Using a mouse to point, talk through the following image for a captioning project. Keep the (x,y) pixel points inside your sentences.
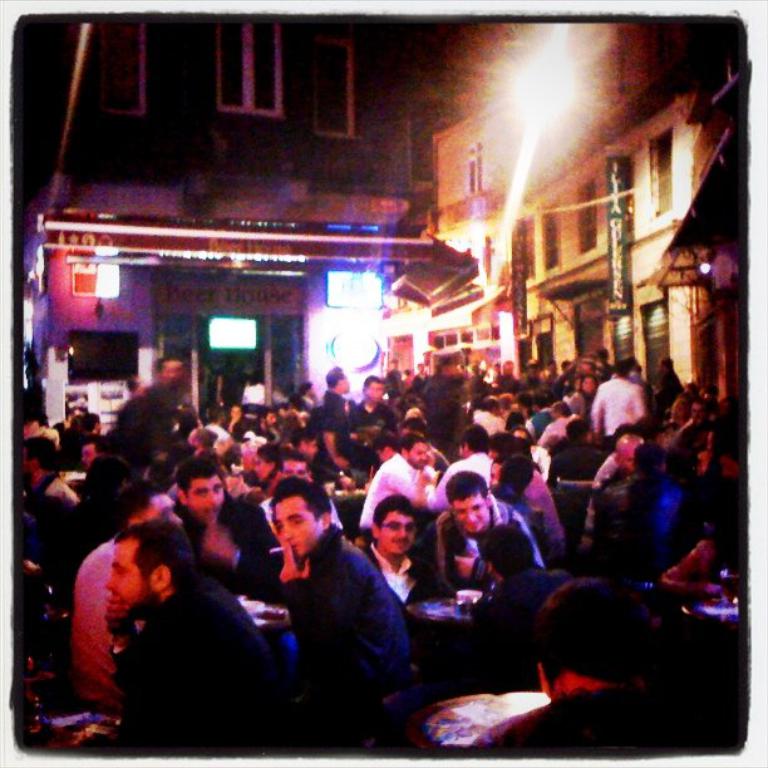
It looks like some party there is a huge crowd (417,460) and they are enjoying the party and around the crowd (436,428) there are few buildings (82,326) and the picture is captured in the night time so there is a bright light (544,98) falling on the ground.
